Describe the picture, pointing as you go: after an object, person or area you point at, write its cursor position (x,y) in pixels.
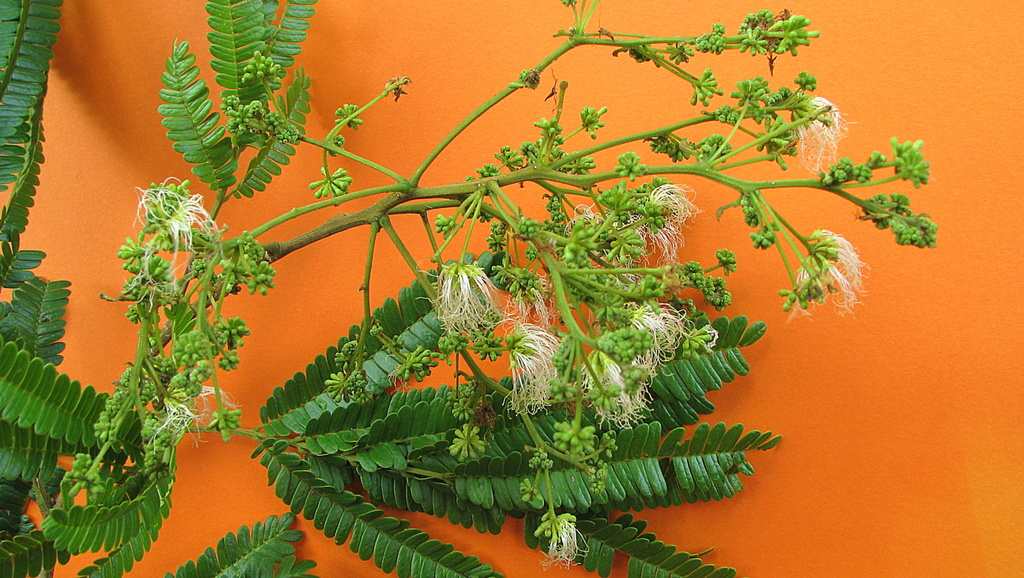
In this image we can see a plant (262,441) and the orange color wall (798,535).
